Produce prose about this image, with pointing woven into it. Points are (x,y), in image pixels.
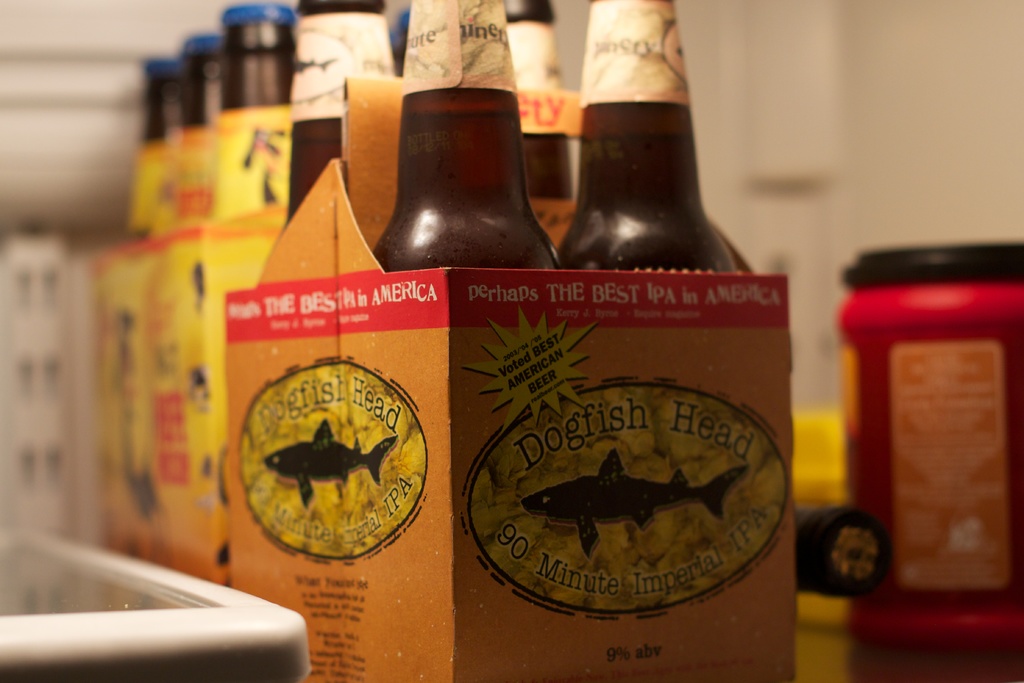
In this image, we can see bottles (402,168) in the boxes (250,407) and in the background (921,338), there is a jar (886,421) and we can see some other objects (807,430) and we can see a wall (876,143).
